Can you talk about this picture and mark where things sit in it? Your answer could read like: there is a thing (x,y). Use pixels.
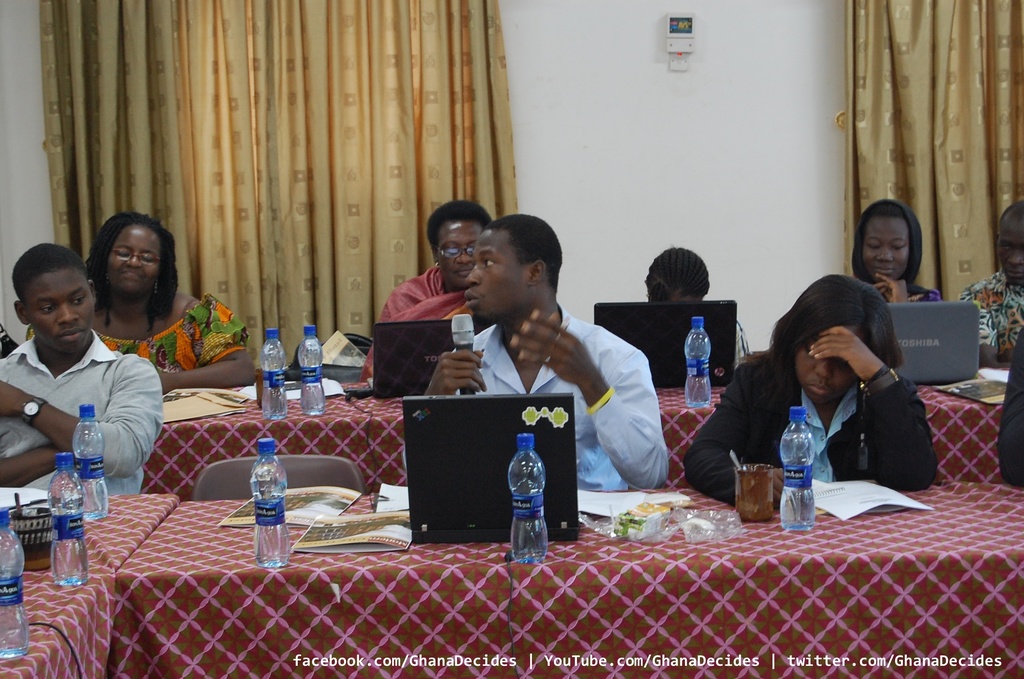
Group of people (125,261) sitting on the chairs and this person (487,371) holding microphone (470,323) and talking. We can see laptops (917,324), bottles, books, covers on the tables (448,546). On the background (654,171) we can see wall (680,177), curtains (962,115).
